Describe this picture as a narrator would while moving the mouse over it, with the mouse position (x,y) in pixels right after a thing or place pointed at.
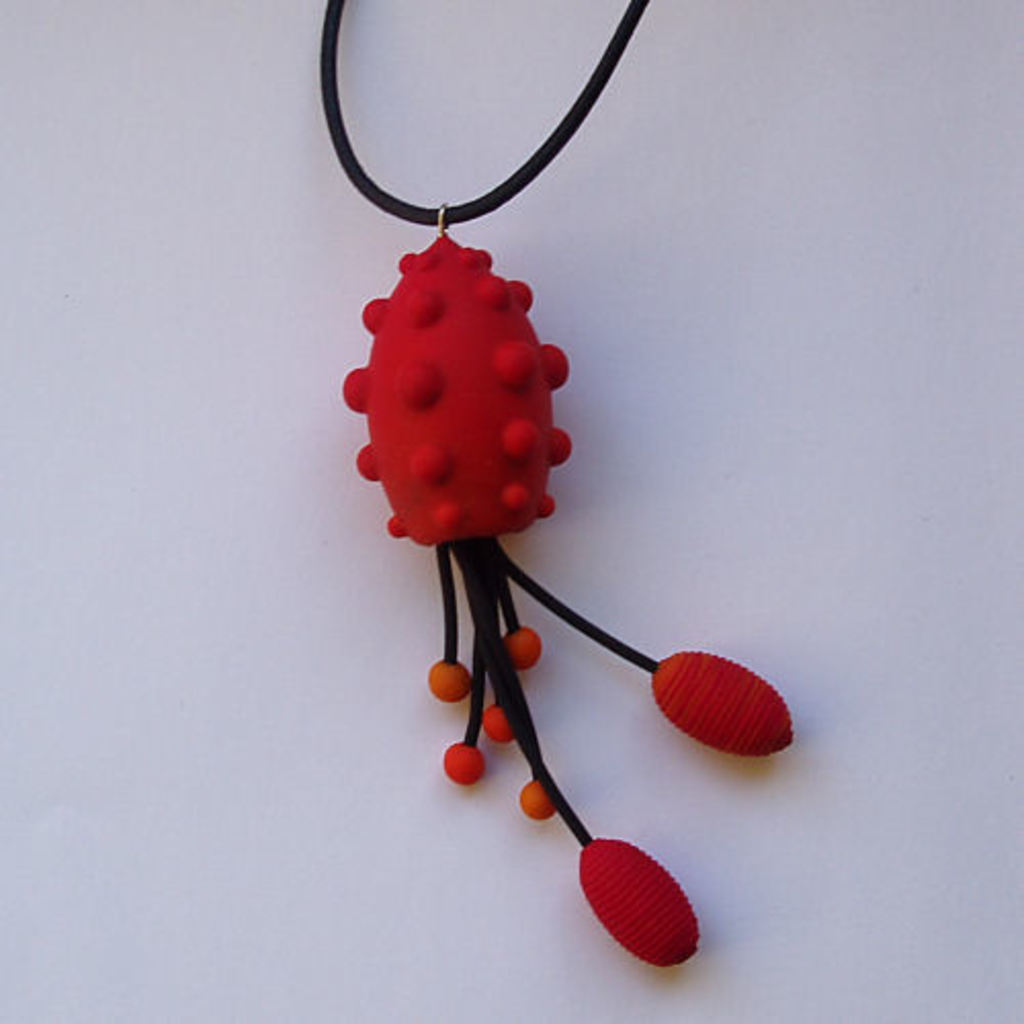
In this image, we can see a locket (394,451) and the background (991,592).
